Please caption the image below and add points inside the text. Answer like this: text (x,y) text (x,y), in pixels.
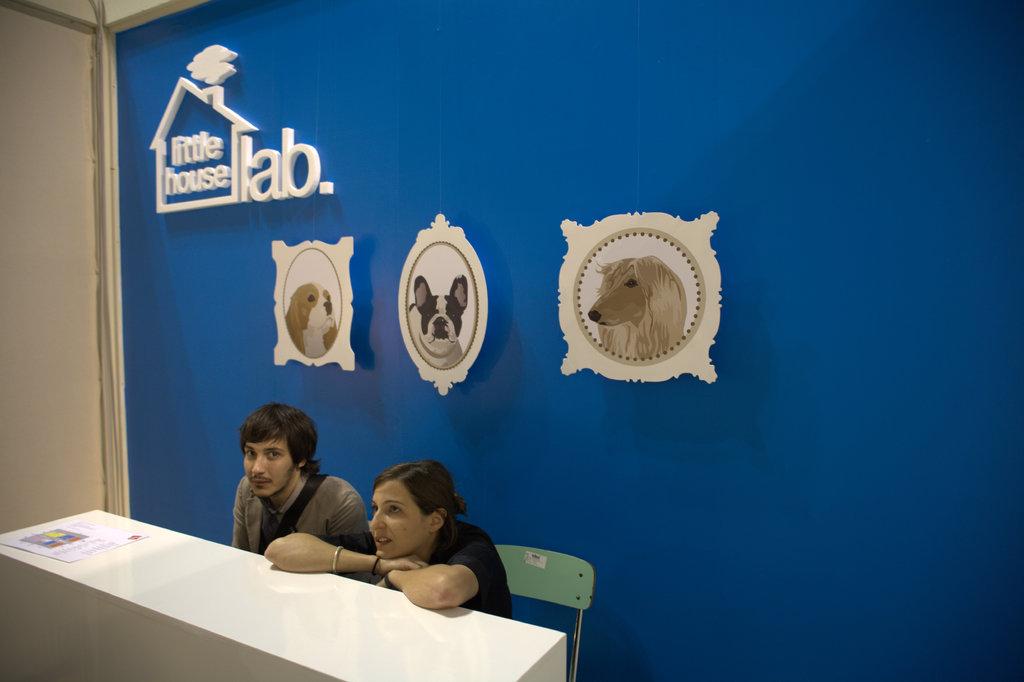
In the foreground of this image (380,517), there are two people (289,514) sitting on the chairs (529,577) in front of a desk (168,539) on which there is a paper (67,548). Behind them, there is a blue wall (527,135) with some images (335,304) and text (202,150). On the left (51,148), there is a wall (35,244).
